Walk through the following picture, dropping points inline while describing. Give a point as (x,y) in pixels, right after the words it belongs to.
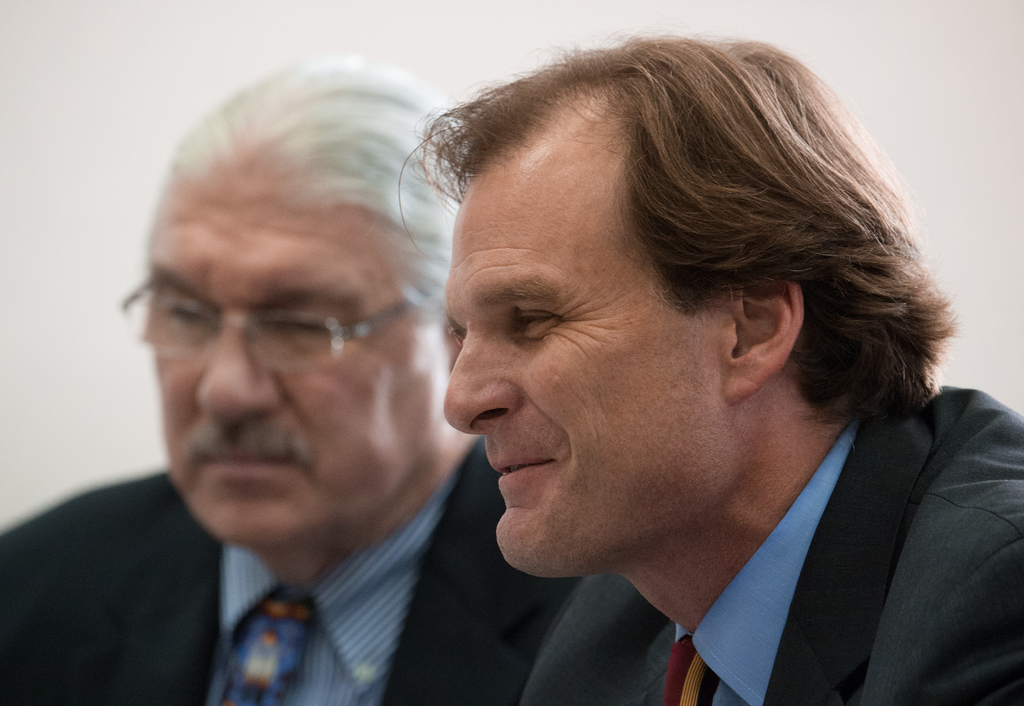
There are two men (551,583) wearing black color blazer (125,588) as we can see in the middle of this image (522,356) and there is a wall (110,279) in the background (138,150).
